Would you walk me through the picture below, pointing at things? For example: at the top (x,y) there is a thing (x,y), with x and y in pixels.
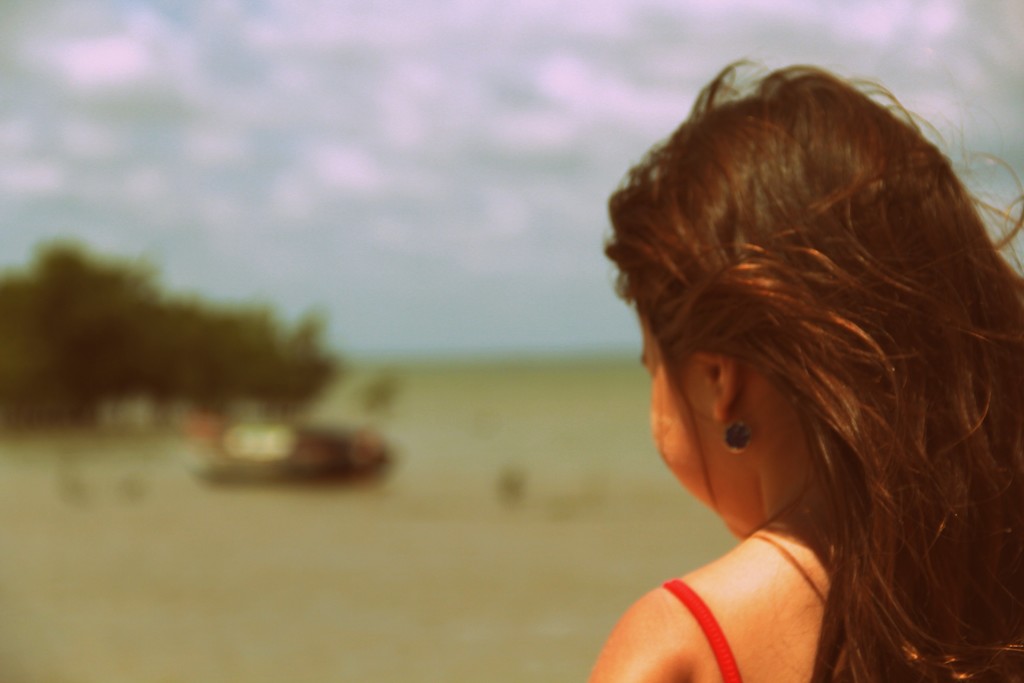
On the right side (783,554), we see a girl (784,600) is wearing the black earrings (729,432). She might be wearing the red dress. On the left side (283,323), we see the trees (235,349) and an object (260,438) in black color. It looks like a boat (288,478). At the top (351,177), we see the sky (363,235) and the clouds (393,211). This picture is blurred in the background (377,485).
